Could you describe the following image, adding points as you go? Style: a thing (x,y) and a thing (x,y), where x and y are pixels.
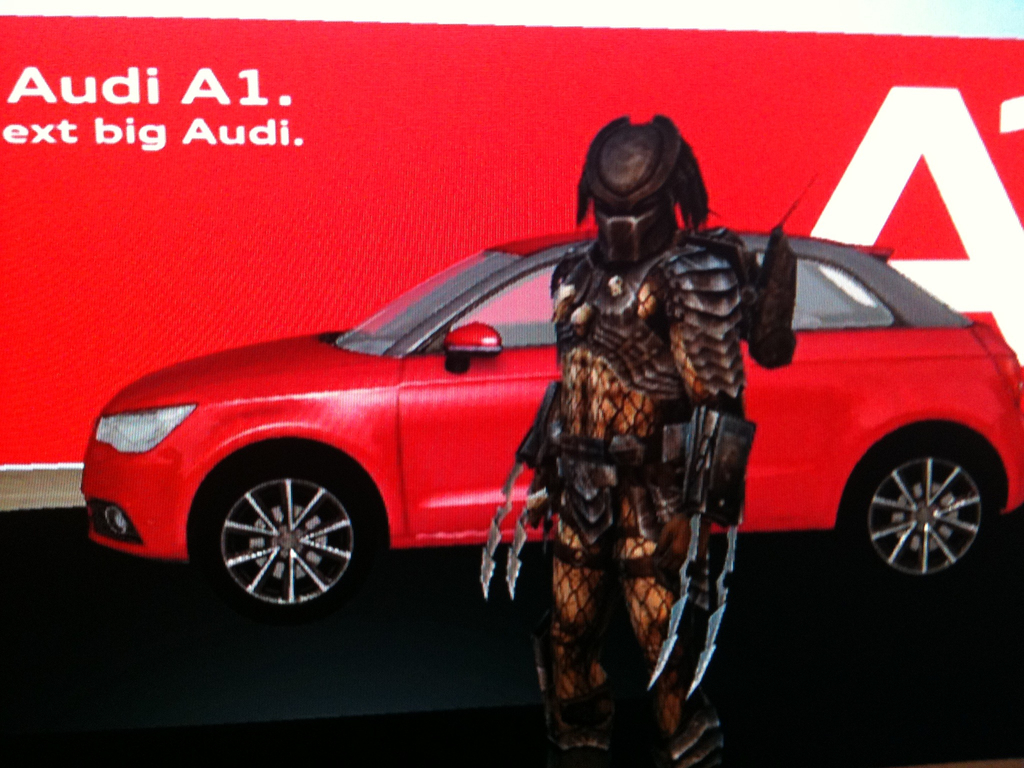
This is an animated picture of a car (225,407) and an action figure (627,426). Behind the car (348,399) there is a hoarding (356,178).
